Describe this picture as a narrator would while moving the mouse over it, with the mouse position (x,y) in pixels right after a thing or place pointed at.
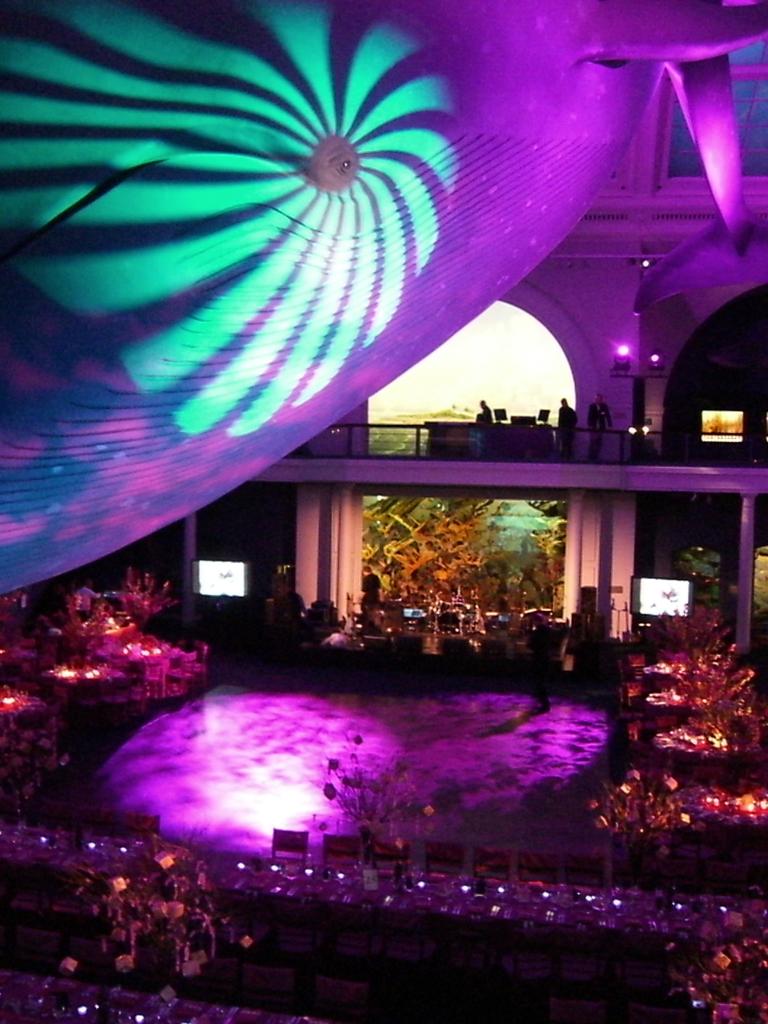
In this picture I can observe stage (276,717) in the bottom of the picture (319,842). I can observe some screens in the middle of the picture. There are violet and green colors in this picture. In the background (574,347) there is wall (617,284).
